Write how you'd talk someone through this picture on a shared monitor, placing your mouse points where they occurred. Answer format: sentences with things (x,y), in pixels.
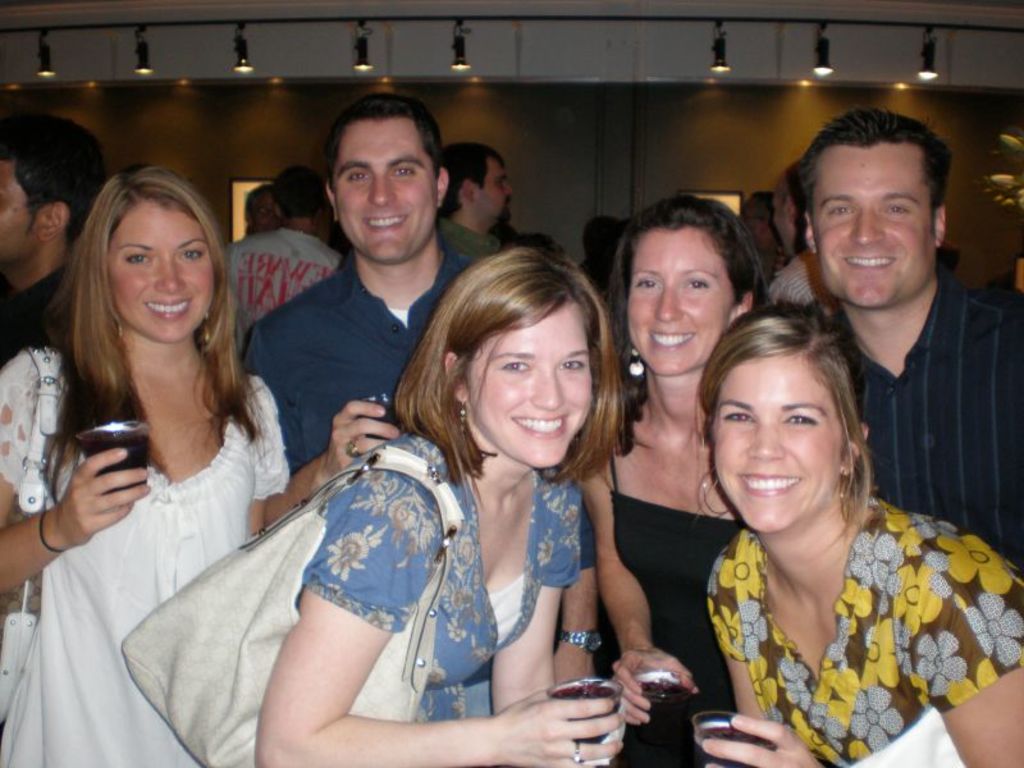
Here we can see few persons (778,671) are posing to a camera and they are smiling. They are holding glasses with their hands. In the background (459,157) we can see wall (594,145), lights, and few persons (776,214).
